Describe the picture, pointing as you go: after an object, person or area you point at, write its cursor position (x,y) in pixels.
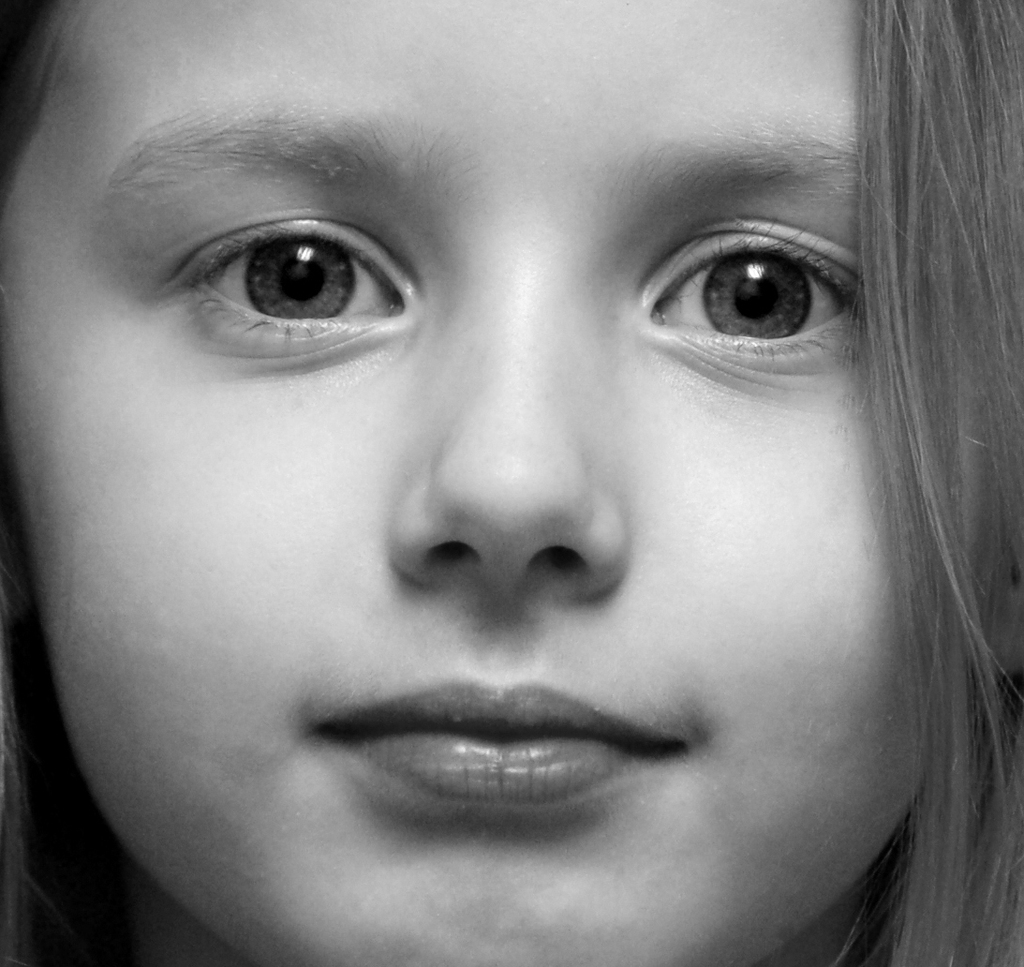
This is a black and white image, in this image there is a girl (247,391).
